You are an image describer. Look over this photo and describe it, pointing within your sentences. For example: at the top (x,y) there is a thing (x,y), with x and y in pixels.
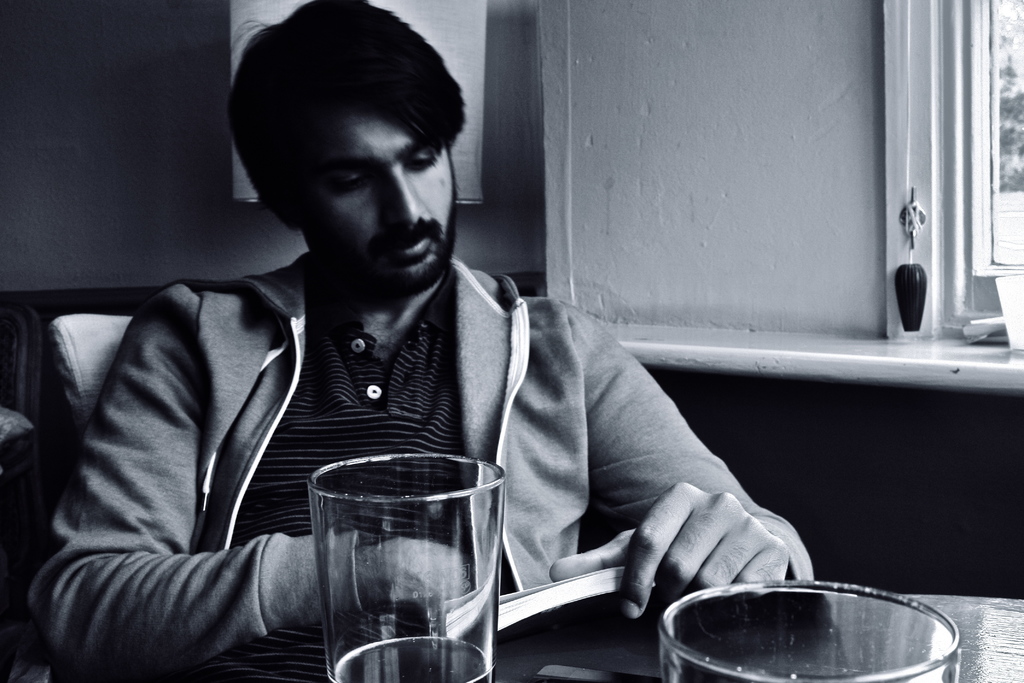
In the image we can see a man (195,345) sitting, he is wearing clothes (422,426) and holding a book (547,586) in his hand (560,573). In front of him there is a table (981,639), on the table (965,643) there are glasses (666,619), this is a window (985,189) and an object (910,282).
